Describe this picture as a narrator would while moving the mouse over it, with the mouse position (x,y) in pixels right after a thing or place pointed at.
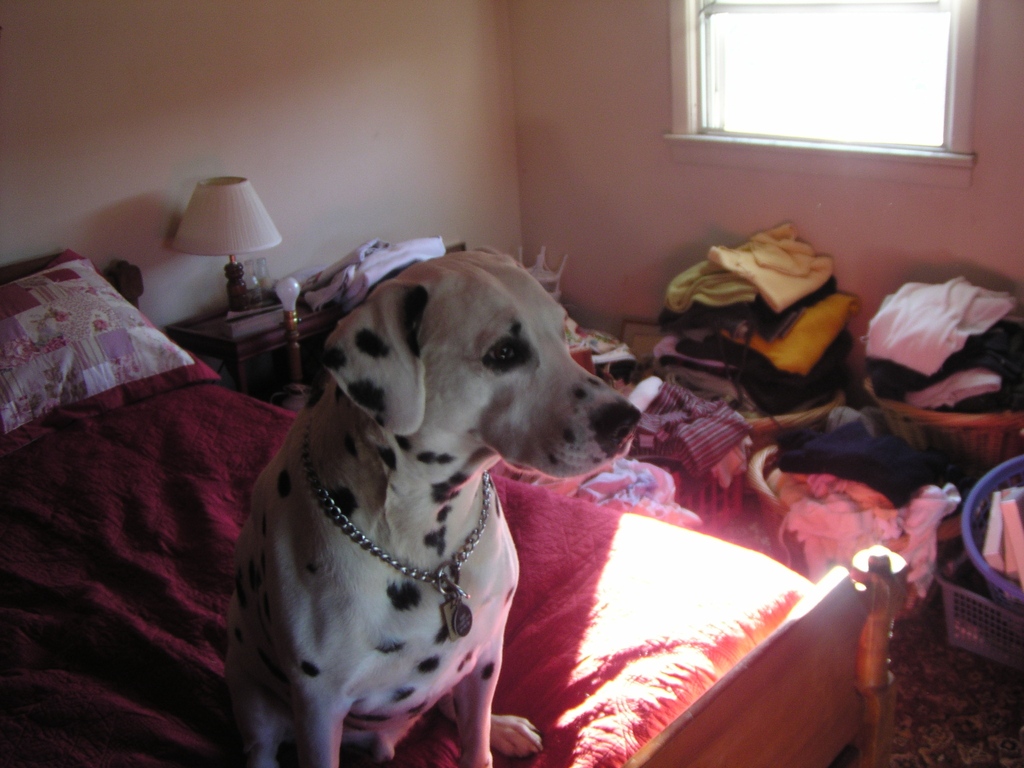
In this picture we can see dog (345,481) sitting on bed (552,621) where pillow (92,354) on it and aside to this there is table (253,341) and on table (239,358) we can see lamp (221,213), bulb (285,294) and some clothes (773,285) on floor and in background (444,113) we can see wall (652,66), window (702,96).
